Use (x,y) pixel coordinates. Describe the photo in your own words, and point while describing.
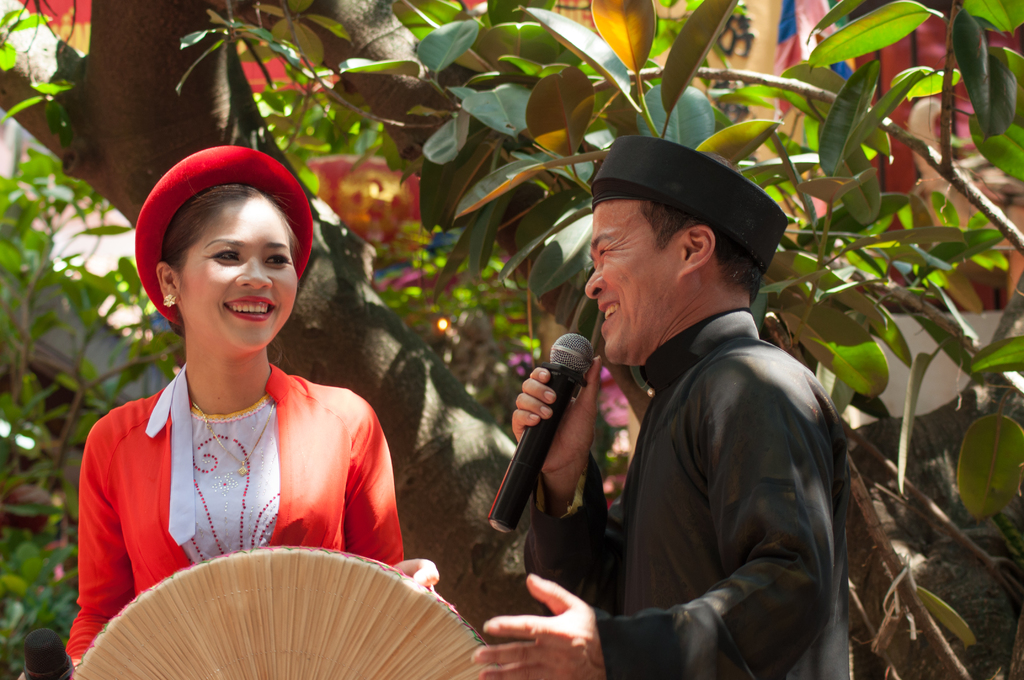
A man (667,434) is standing holding microphone (524,461), here there is a woman (294,415), here there are trees (647,128).
